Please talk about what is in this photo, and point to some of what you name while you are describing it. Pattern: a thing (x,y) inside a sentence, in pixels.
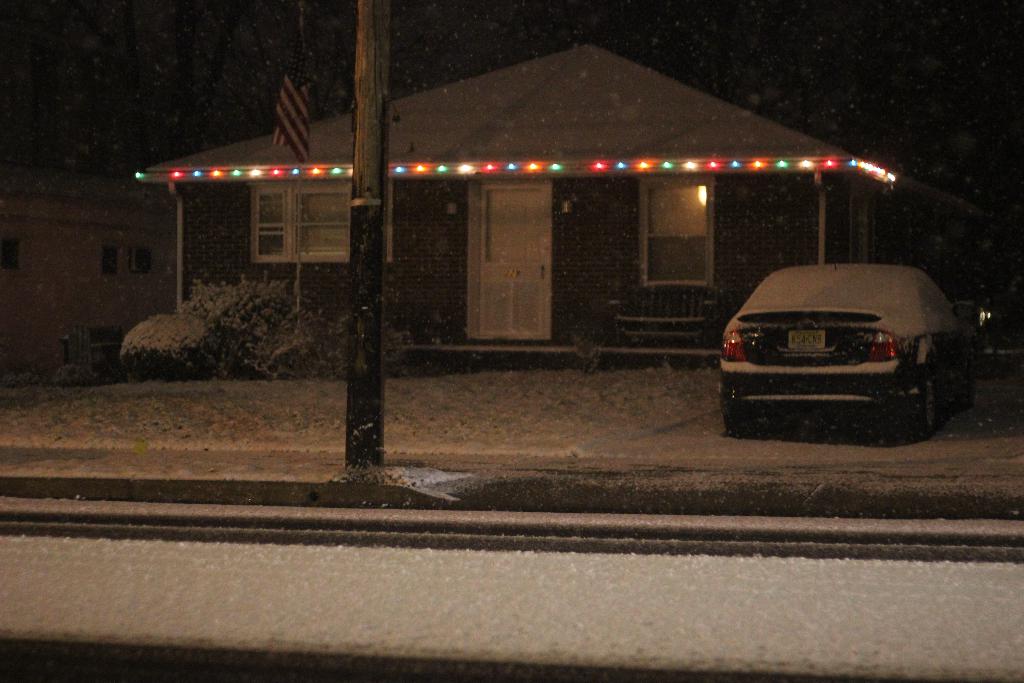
This image is taken during the night time. In this image we can see the house (604,149) with the lights (542,170). We can also see a vehicle (884,373) parked on the path (981,386). Image also consists of flag (287,121), pole (360,61), plants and the image is covered with the snow (623,566).
